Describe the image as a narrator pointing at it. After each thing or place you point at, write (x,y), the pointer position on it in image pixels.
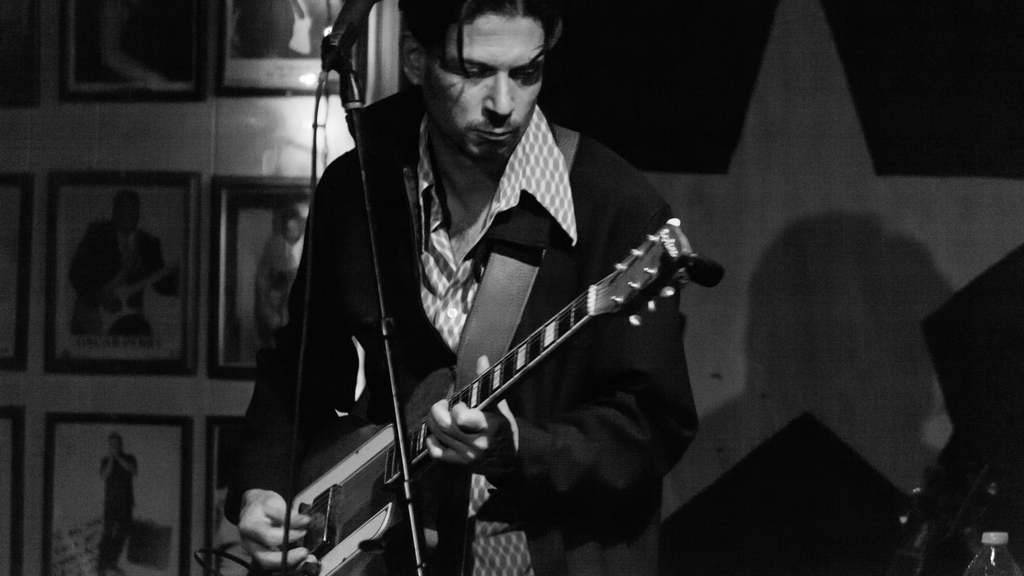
In this image there is a person (594,201) standing and playing guitar (450,404). At the back (104,455) there are photo frames (186,309), at the front (991,555) there is a bottle (986,571) and microphone (363,25).
